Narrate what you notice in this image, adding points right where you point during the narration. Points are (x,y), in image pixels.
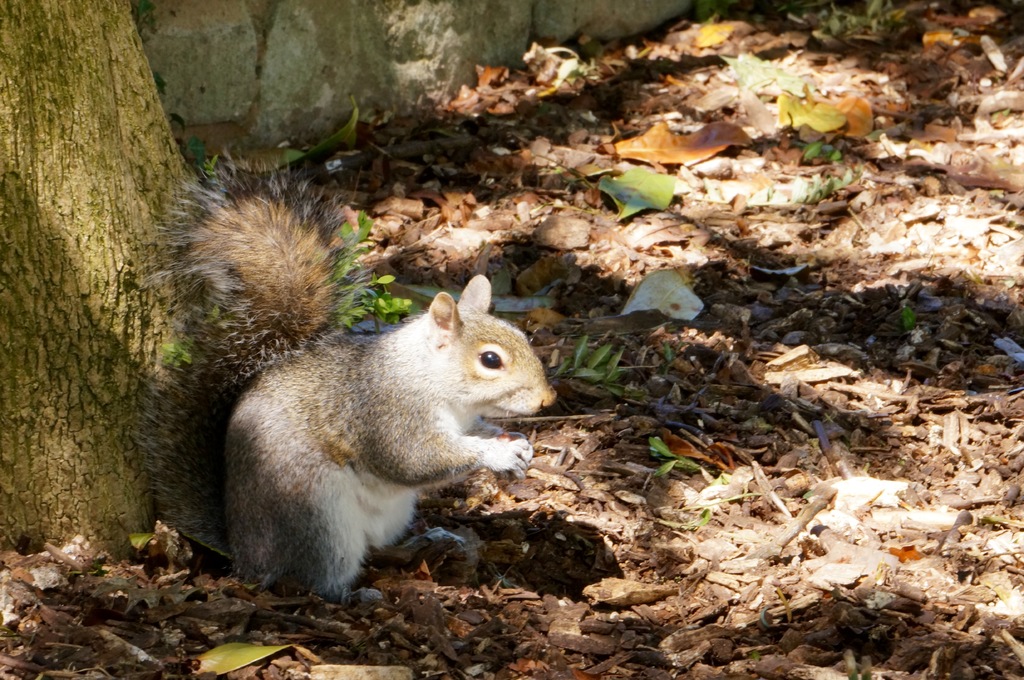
In this image, we can see a squirrel (487,443) in front of the stem (81,261). There are some leaves (735,63) on the ground (732,328).
